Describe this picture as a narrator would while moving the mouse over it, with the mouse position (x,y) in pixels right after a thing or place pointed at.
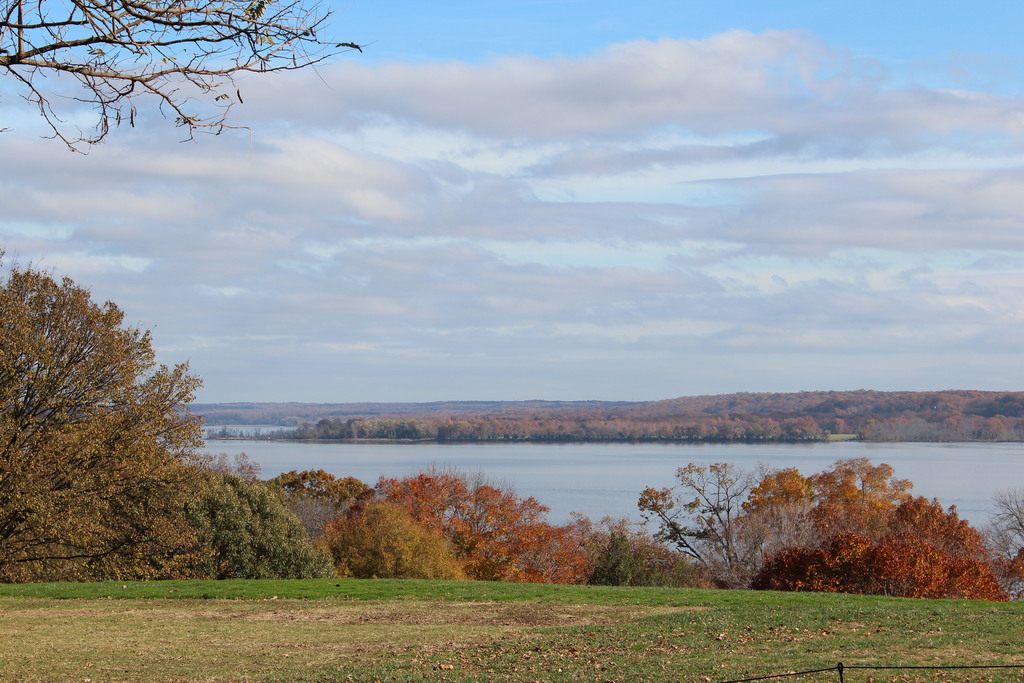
In this image we can see water (618,470), trees (562,556), grass (372,614), hills (625,409), sky (638,349) and clouds (343,197).
